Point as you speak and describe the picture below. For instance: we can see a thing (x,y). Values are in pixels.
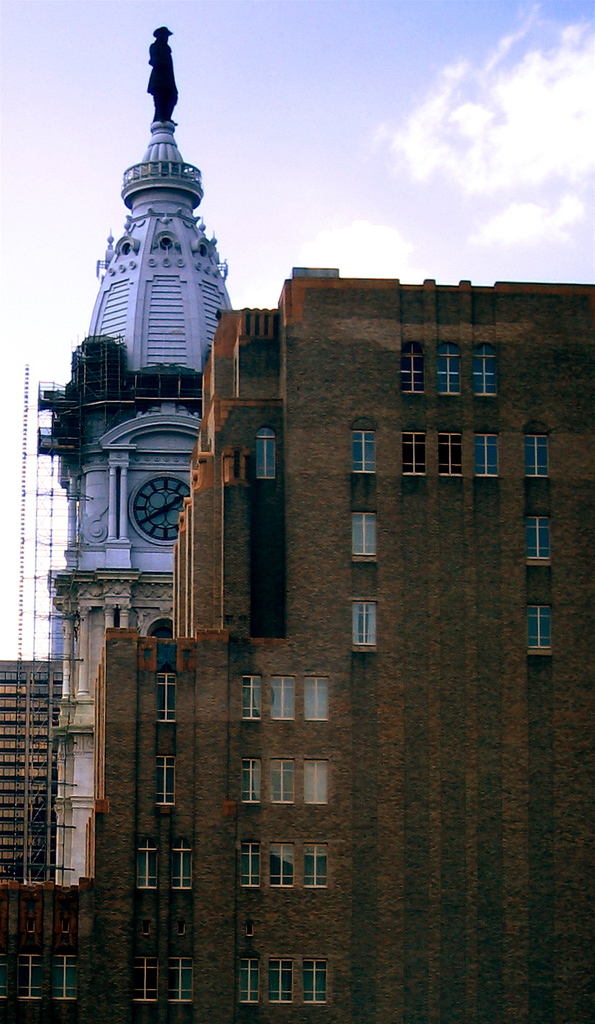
In this image we can see a few buildings (164,649), on the white color building (164,140) we can see a sculpture (159,47), there are some windows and grille (126,175), in the background (258,10) we can see the sky (546,29) with clouds (578,58).
